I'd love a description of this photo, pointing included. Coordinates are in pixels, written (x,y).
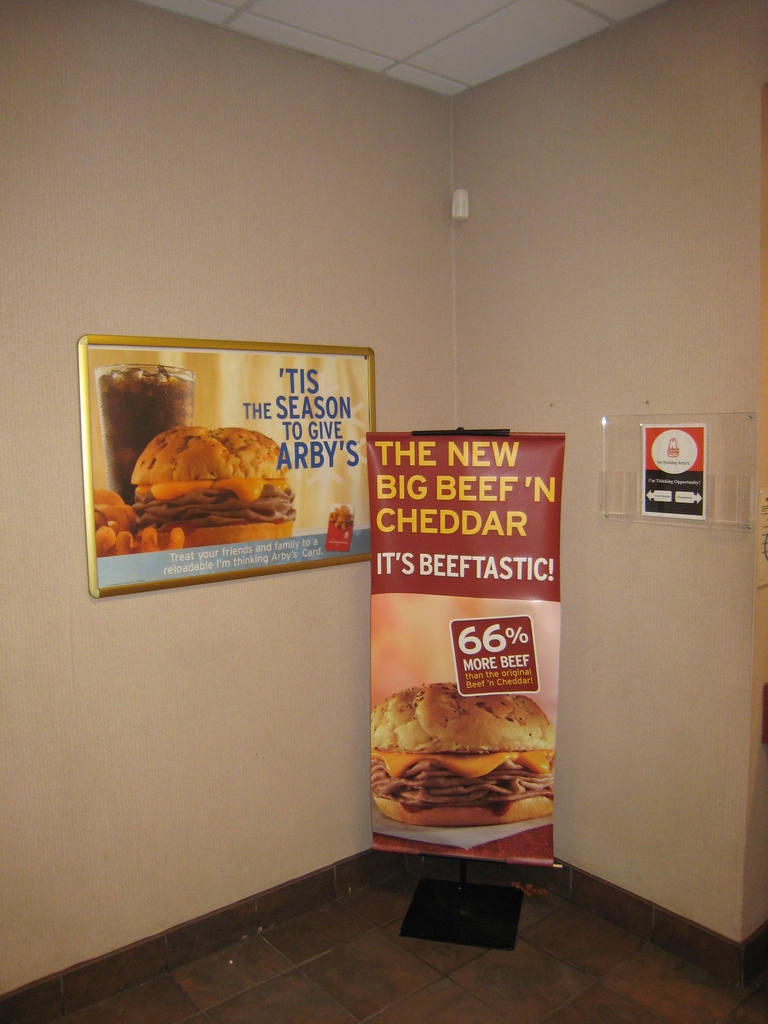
In this image we can see there is a banner (442,589) with image (450,631) and text (442,566) written on it. And at the back (425,201) there is a wall (491,323). And to the wall (391,317) there is a glass (708,462) and board (196,461) attached to it.
